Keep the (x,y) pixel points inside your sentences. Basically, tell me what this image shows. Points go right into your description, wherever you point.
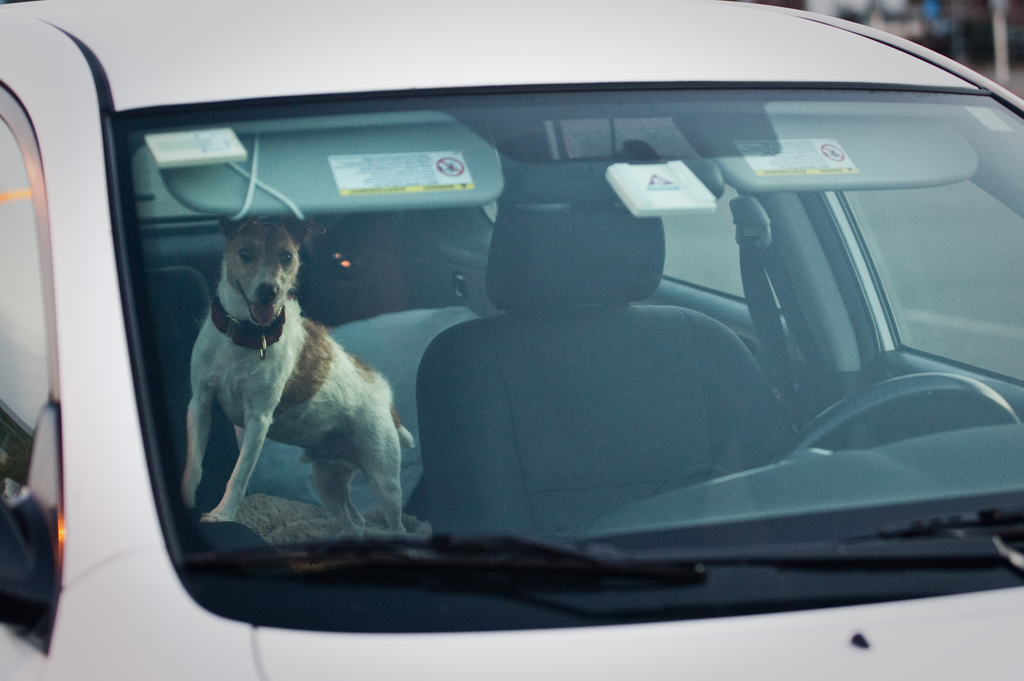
In this image i can see a car (493,334) in which there is a dog (369,450).
